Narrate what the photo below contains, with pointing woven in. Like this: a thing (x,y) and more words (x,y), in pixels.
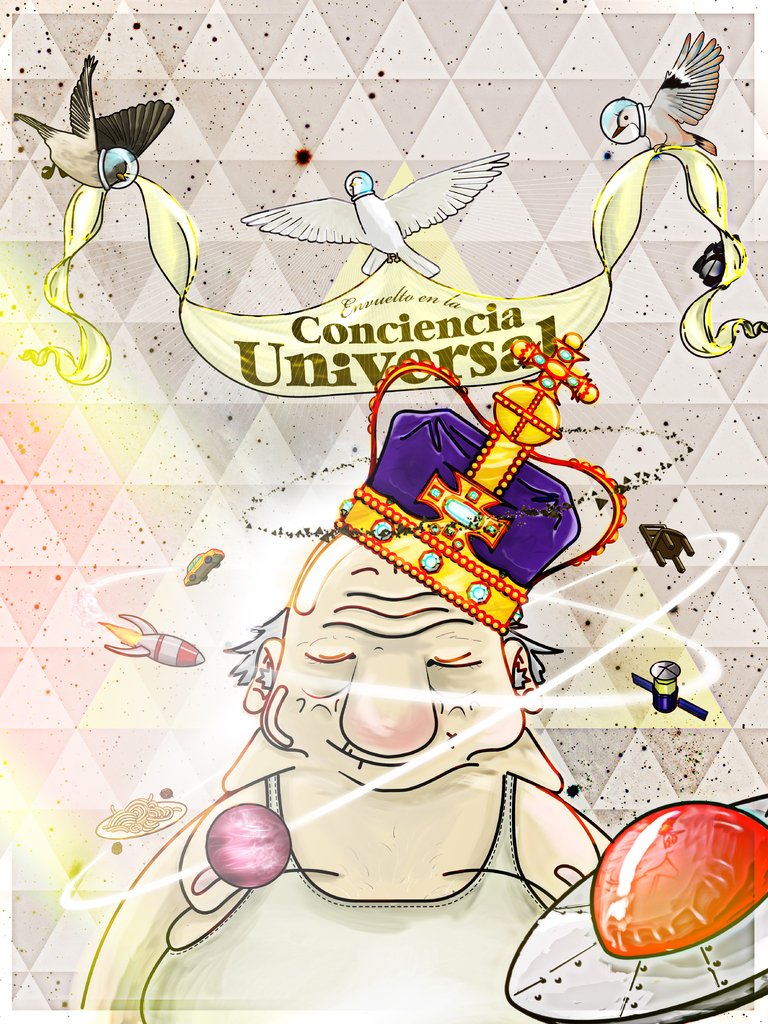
In this image we can see a poster (403,575). On this poster (214,407) we can see a cartoon image (349,964), birds (128,132), and text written on it.
